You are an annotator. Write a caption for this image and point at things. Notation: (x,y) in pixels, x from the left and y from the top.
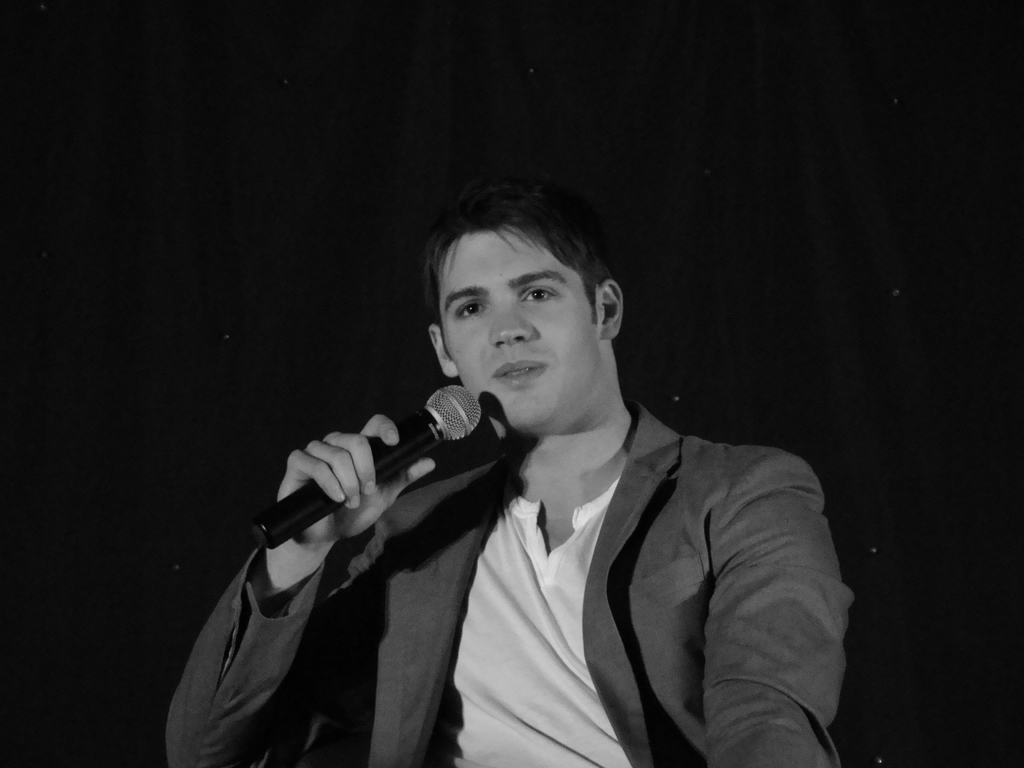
In this image I can see a man (488,563) is holding a mic (275,513).
